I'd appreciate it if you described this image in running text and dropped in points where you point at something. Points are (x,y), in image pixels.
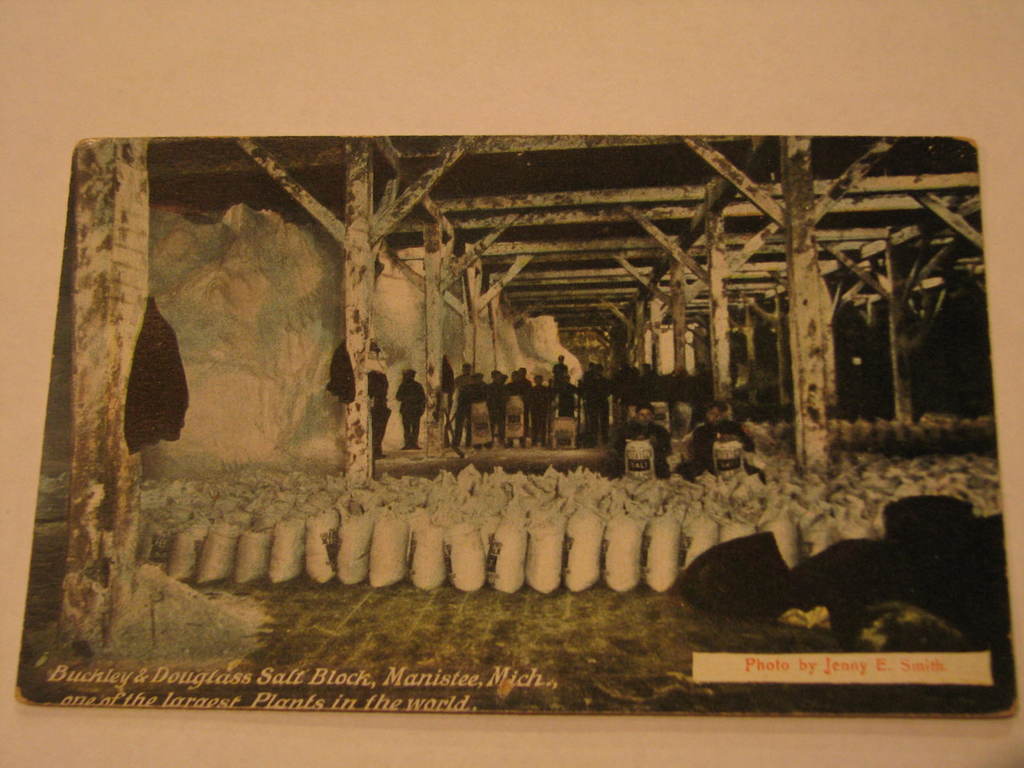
In this picture I can see there is a photo frame (695,283) and there are few people (558,381) standing in the backdrop (719,431) and there are few bags (481,555) placed on the floor (308,585). There is a name (387,699) printed on it.
